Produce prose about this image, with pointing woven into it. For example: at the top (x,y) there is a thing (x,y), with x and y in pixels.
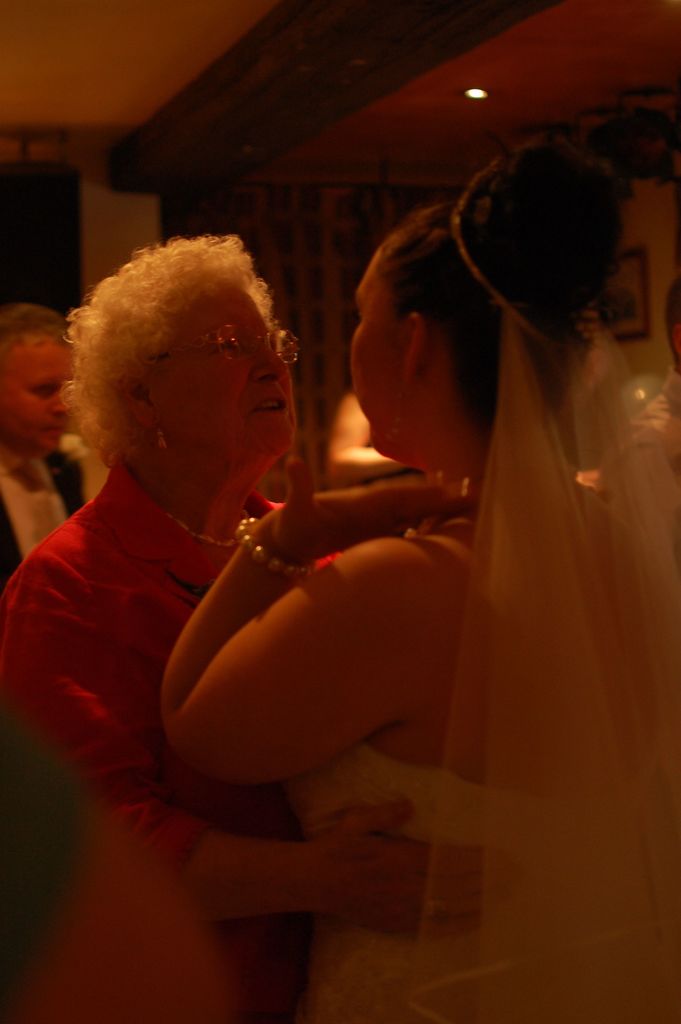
In this picture we can see a person (213,271) holding a woman (142,309). There is a frame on the wall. We can see a few people (680,376) in the background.
